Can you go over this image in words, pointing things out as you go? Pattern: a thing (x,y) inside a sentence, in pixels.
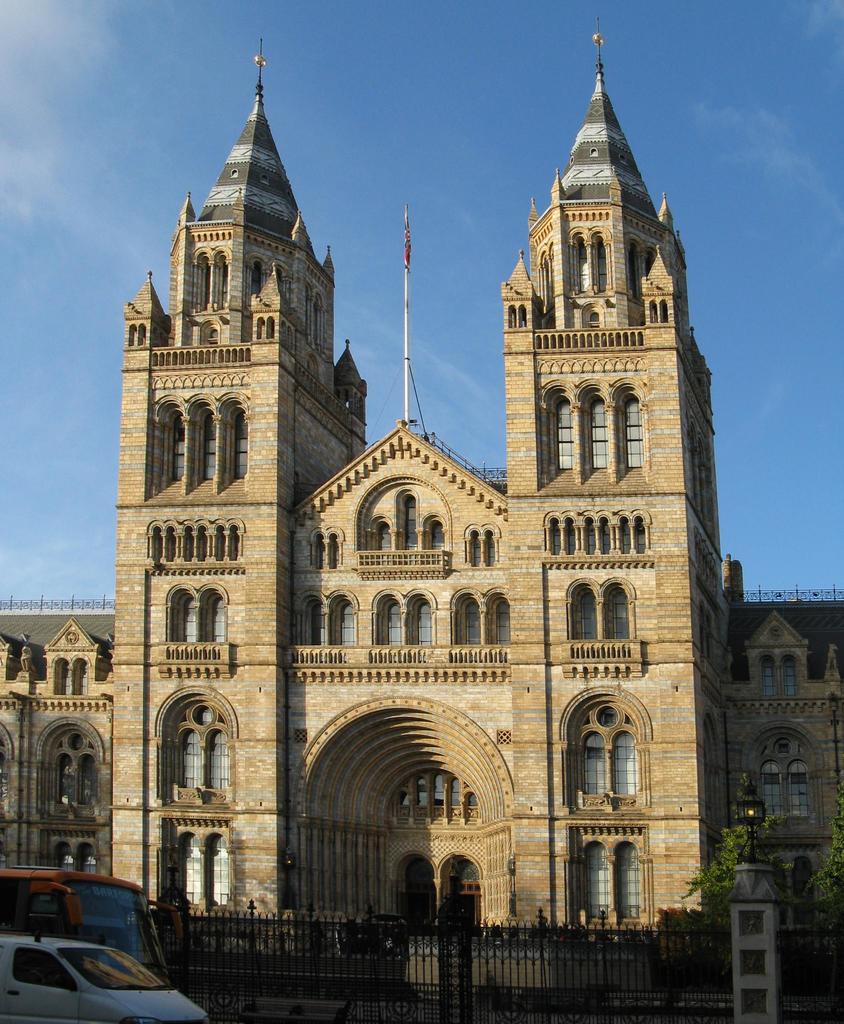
In this image I can see vehicles (135,969), gate (588,962), trees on the right (663,917) and a building (486,694) at the back (486,694). There is sky (472,76) at the top (475,110).
